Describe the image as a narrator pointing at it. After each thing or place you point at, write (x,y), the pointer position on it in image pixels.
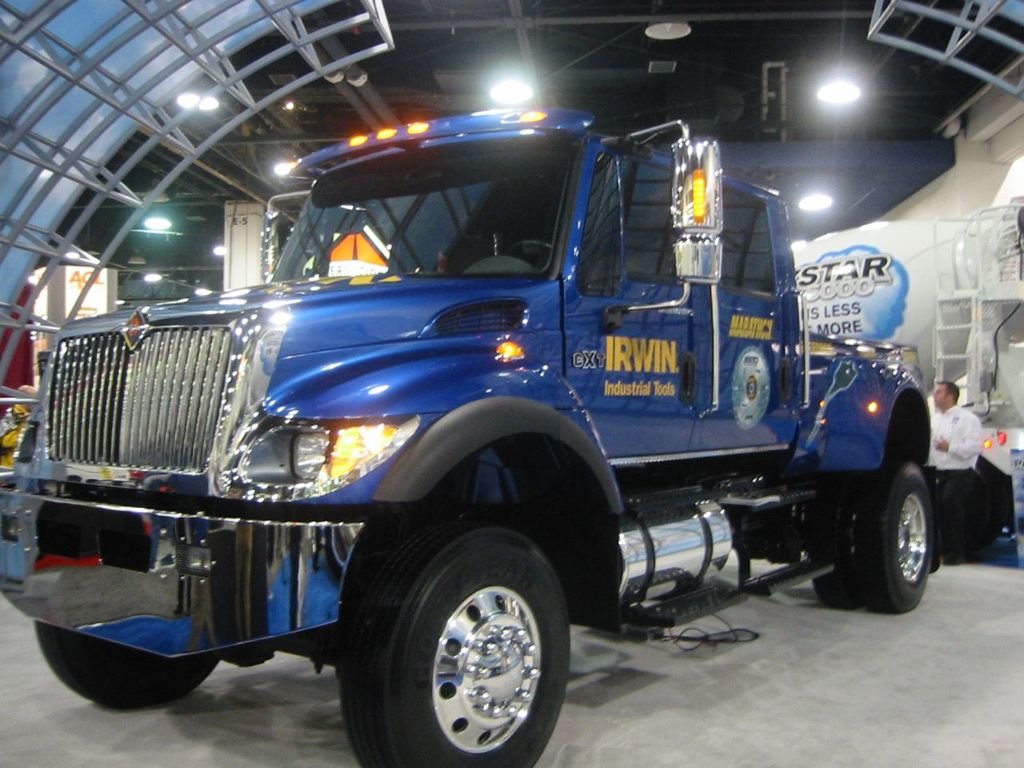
In this picture in the center (427,450) there is a vehicle (504,464) with some text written on it. In the background (966,457) there is a person (946,418) standing and there is an object (909,300) which is white in colour with some text (865,284) written on it. On the left side (29,396) there is a person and there are lights (855,90) and there are objects (67,295) which are white in colour in the background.
